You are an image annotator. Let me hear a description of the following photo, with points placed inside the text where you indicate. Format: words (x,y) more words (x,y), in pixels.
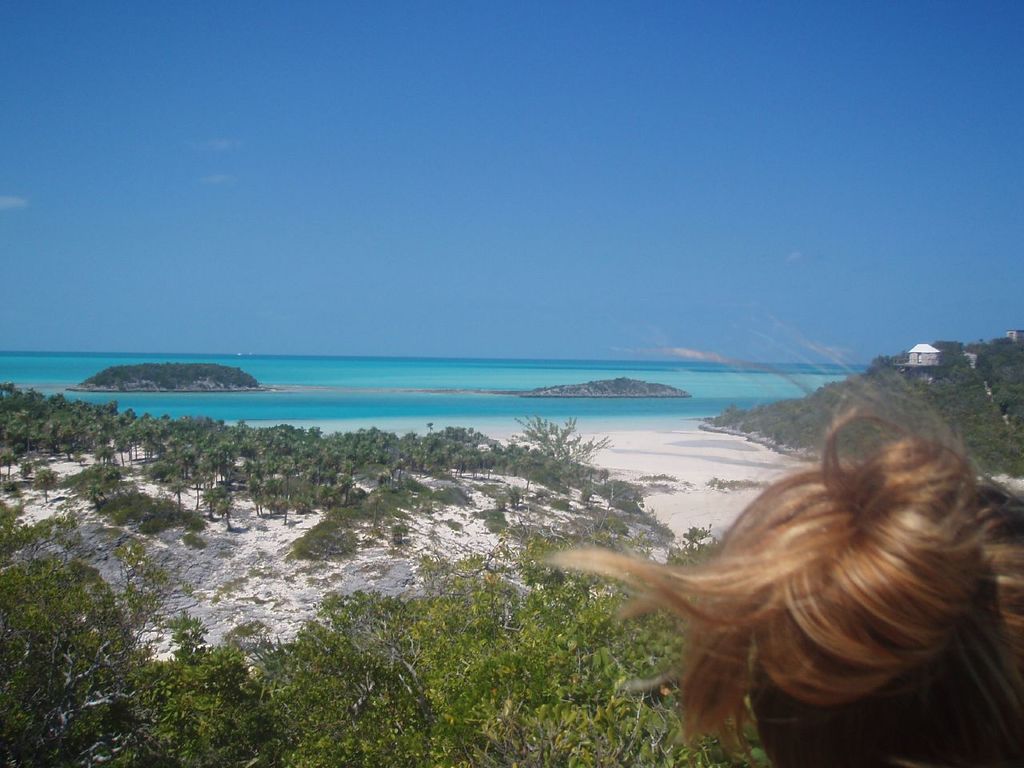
In this image we can see a person's head (873,618), few trees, plants (358,682), sand (426,483), a building (911,363), water (695,365), an island (163,368) with trees (120,373) and sky (476,176) in the background (571,199).
